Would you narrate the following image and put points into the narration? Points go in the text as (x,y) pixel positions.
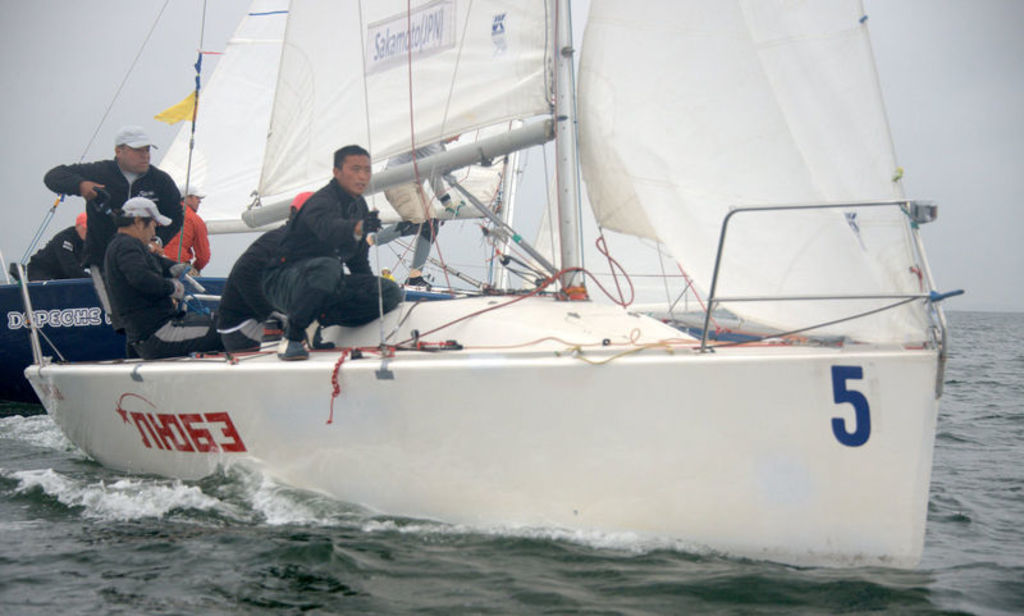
In this picture we can see boats (229,440) and people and these boats (369,449) are on water (85,541) and we can see sky (979,69) in the background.
